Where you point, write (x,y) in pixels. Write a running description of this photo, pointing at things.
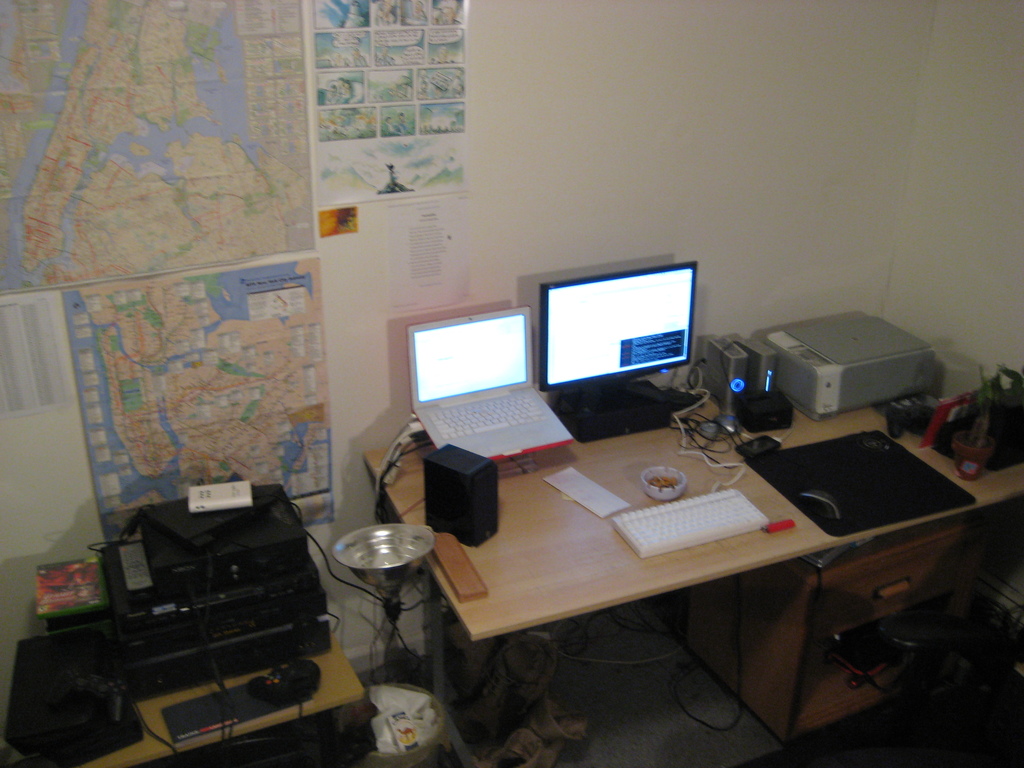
This picture is clicked inside the room (668,678). In this picture, we see a table (495,565) on which laptop (456,443), speaker (471,519), monitor (595,371), keyboard (727,507), bowl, mouse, scanner (907,382) and papers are placed. In the left bottom of the picture (153,588), we see a table (150,725) on which electronic goods (151,602) are placed. Behind that, we see a wall (552,135) on which charts (204,192) and posters (396,156) are pasted.
